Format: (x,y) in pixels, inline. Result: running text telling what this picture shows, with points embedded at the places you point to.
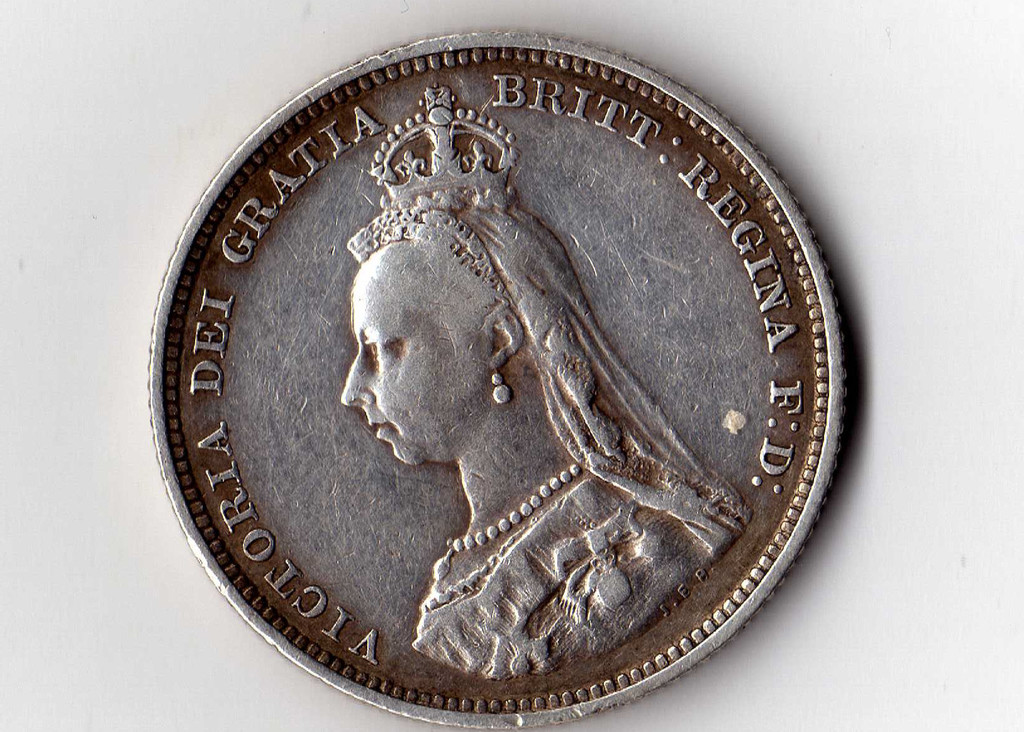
In this picture we can see a coin (426,418) in the front (514,380), there is some text (498,80) on the coin (712,240), we can see a plain background (972,39).
